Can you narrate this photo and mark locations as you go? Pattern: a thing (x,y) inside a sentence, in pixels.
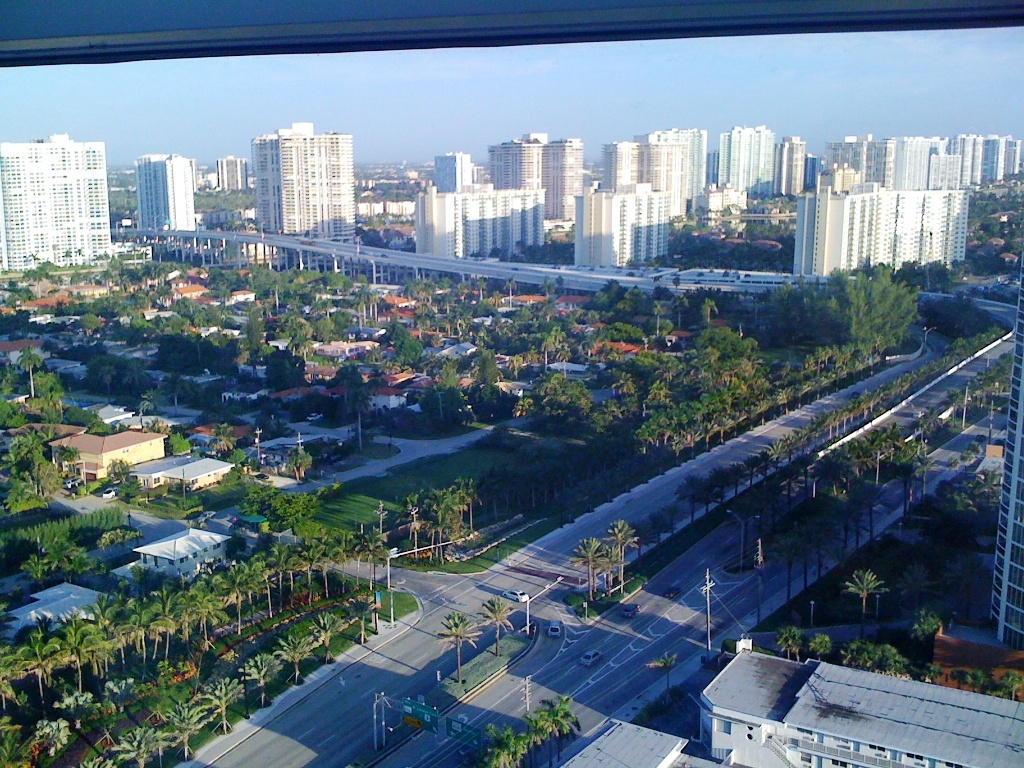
In this image I can see trees (204,358) in green color, buildings (142,187) in white color. Background (831,126) I can see sky (501,135) in blue color and I can also see few electric poles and light poles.
